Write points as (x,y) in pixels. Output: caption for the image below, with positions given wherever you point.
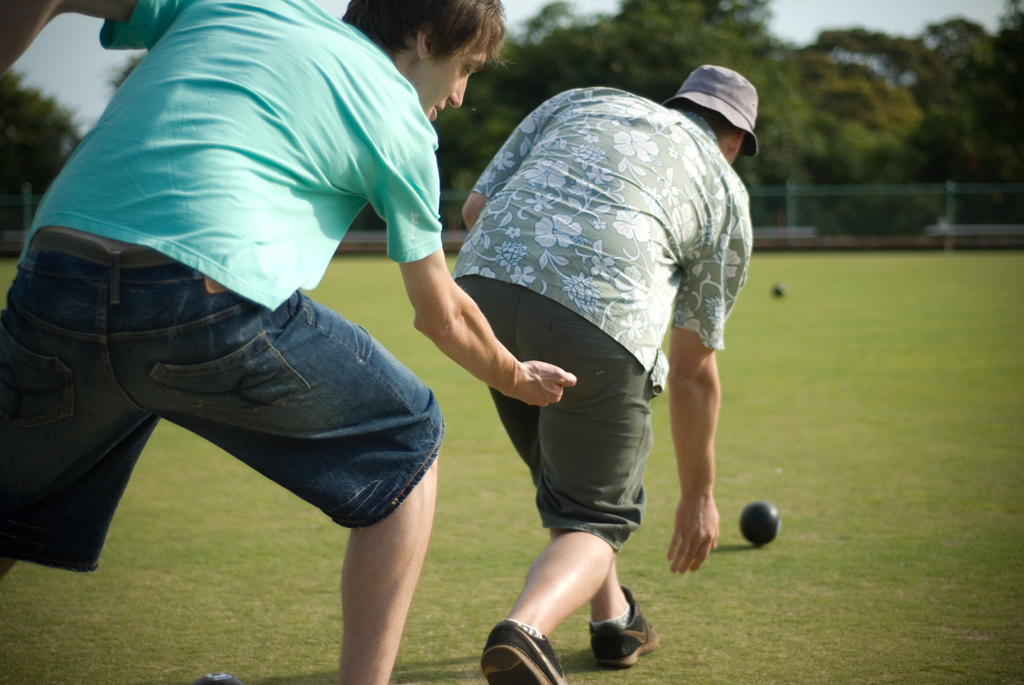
There are two men (438,444) standing. This is a ball (769,525), which is black in color is lying on the ground (847,547). In the background (723,52), I can see the trees (922,57) and the fence (915,220).
